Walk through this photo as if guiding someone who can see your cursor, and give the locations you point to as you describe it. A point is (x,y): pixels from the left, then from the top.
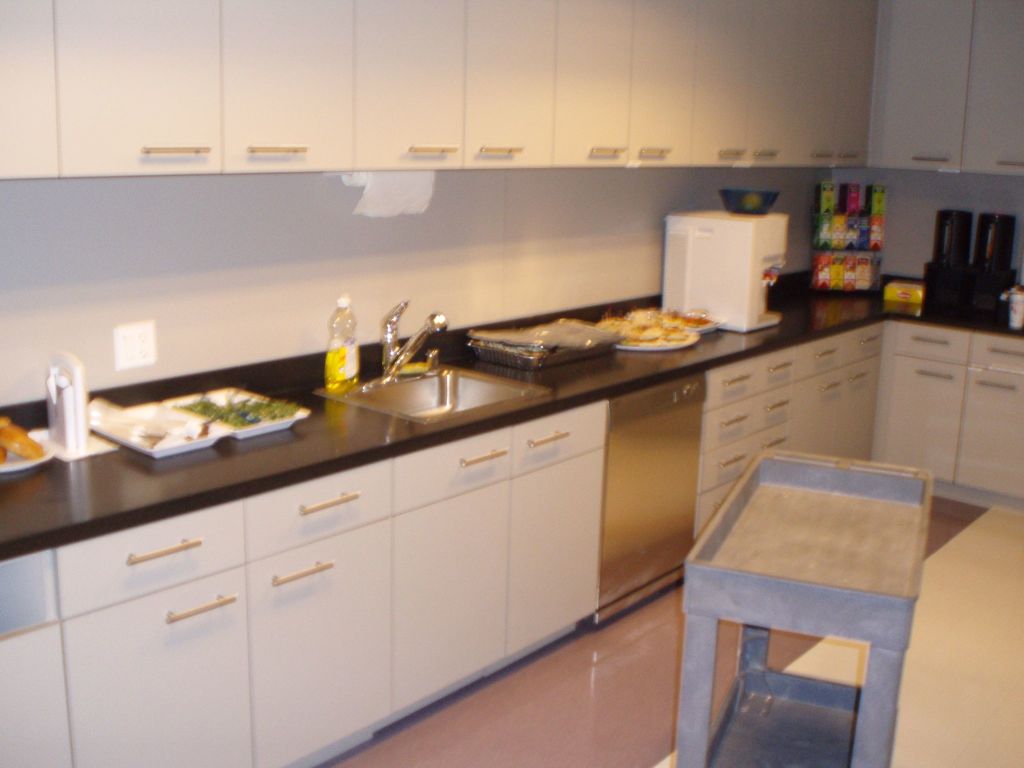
In this image there are cupboards (900,341), sink (439,376), tap (426,331), plates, bottle (331,335), floor (567,683), food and objects (713,263).
